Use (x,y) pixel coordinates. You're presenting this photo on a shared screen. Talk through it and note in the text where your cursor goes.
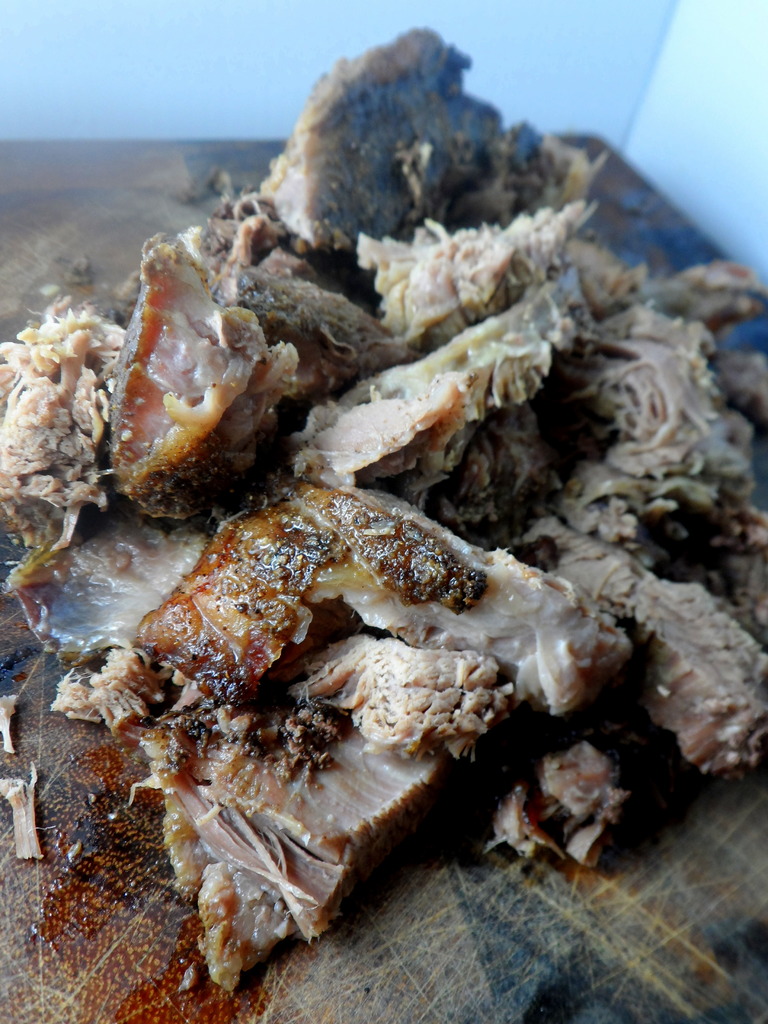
In the background (222,85) there is a wall (624,56). At the bottom of the image (414,975) there is a wooden board (310,955). In the middle of the image (451,587) there is a meat (573,519) on the wooden board (82,241).
